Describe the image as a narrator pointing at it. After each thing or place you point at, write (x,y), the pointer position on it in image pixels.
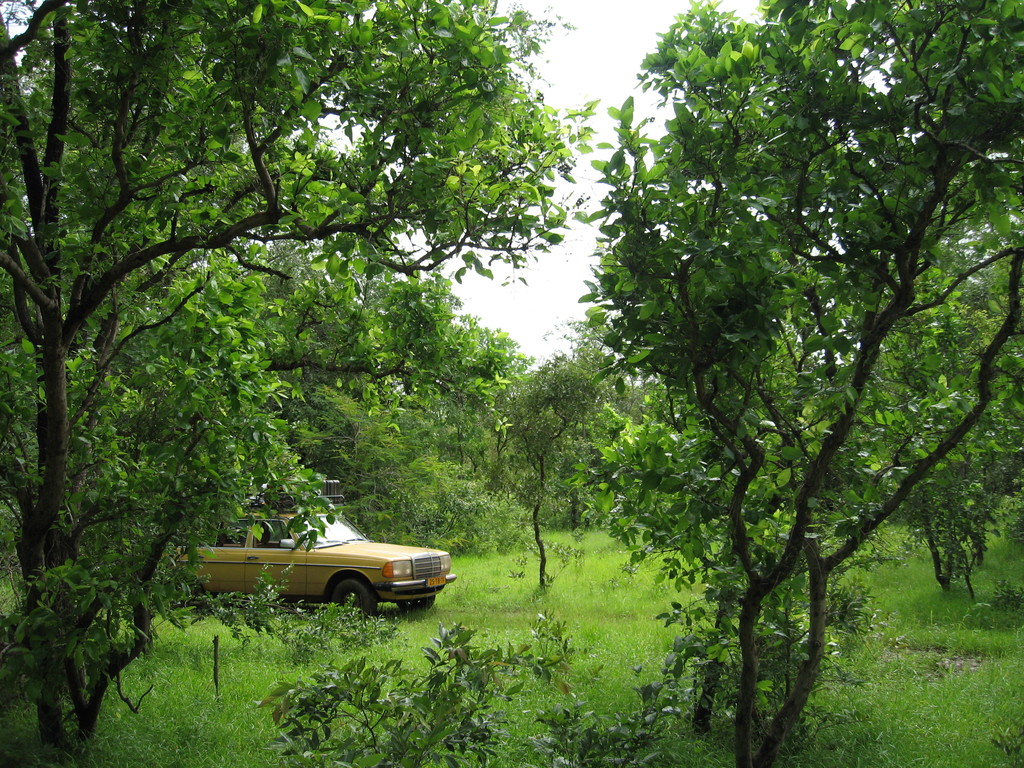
In this image we can see a car (368,605) placed on the ground (401,630). We can also see some plants (434,660), grass (407,667), a group of trees (358,454) and the sky (544,354) which looks cloudy.
